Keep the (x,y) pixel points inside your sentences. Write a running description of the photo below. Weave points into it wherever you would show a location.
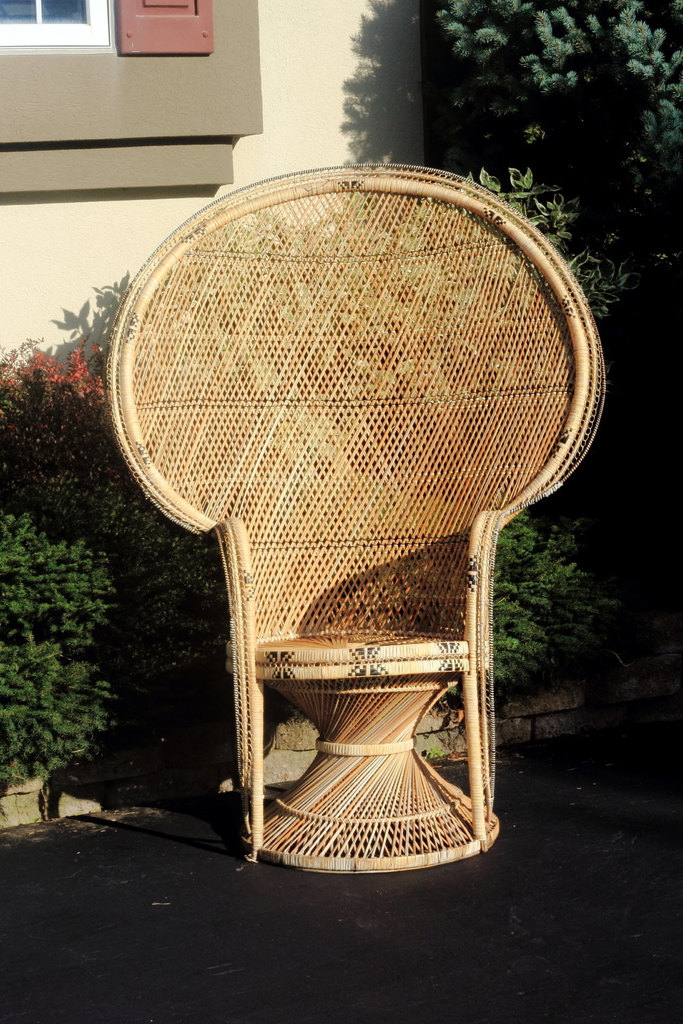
In the given image i can see a chair (372,427) and behind that i can see a window (15,44), flowers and plants (25,505).
